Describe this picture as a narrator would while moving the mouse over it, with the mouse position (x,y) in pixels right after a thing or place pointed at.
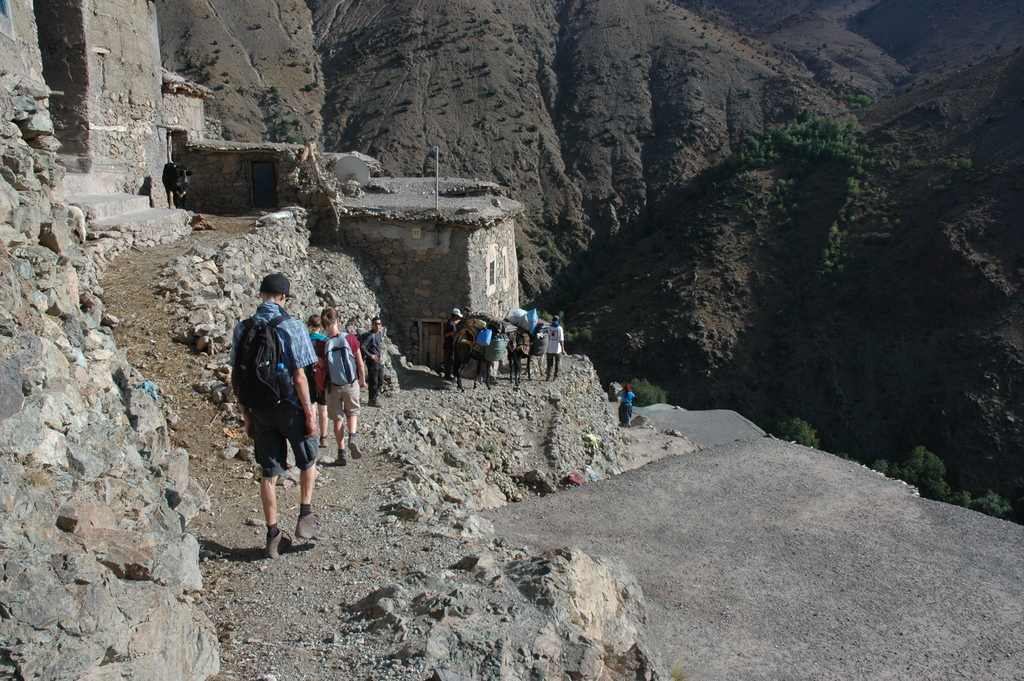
In this image I can see group of people (326,350) walking. In front (279,340) the person (295,335) is wearing blue shirt (311,340), black shorts (291,422) and black color bag (273,363). Background (789,401) I can see few mountains (694,132) and trees (779,144) in green color.
